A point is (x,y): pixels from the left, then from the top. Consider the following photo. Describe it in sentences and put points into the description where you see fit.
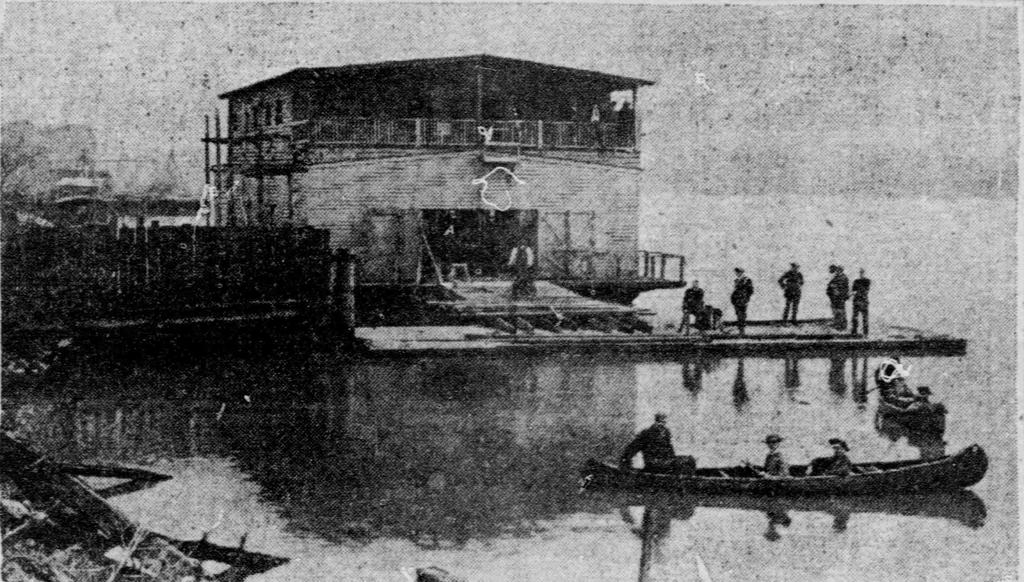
In the image we can see a boat (762,479) in the water (753,462), there are people (837,469) sitting in the boat (858,467). We can even see there are people (733,301) standing, this is a fence (204,271), sky (141,35) and a wooden building (399,177).
